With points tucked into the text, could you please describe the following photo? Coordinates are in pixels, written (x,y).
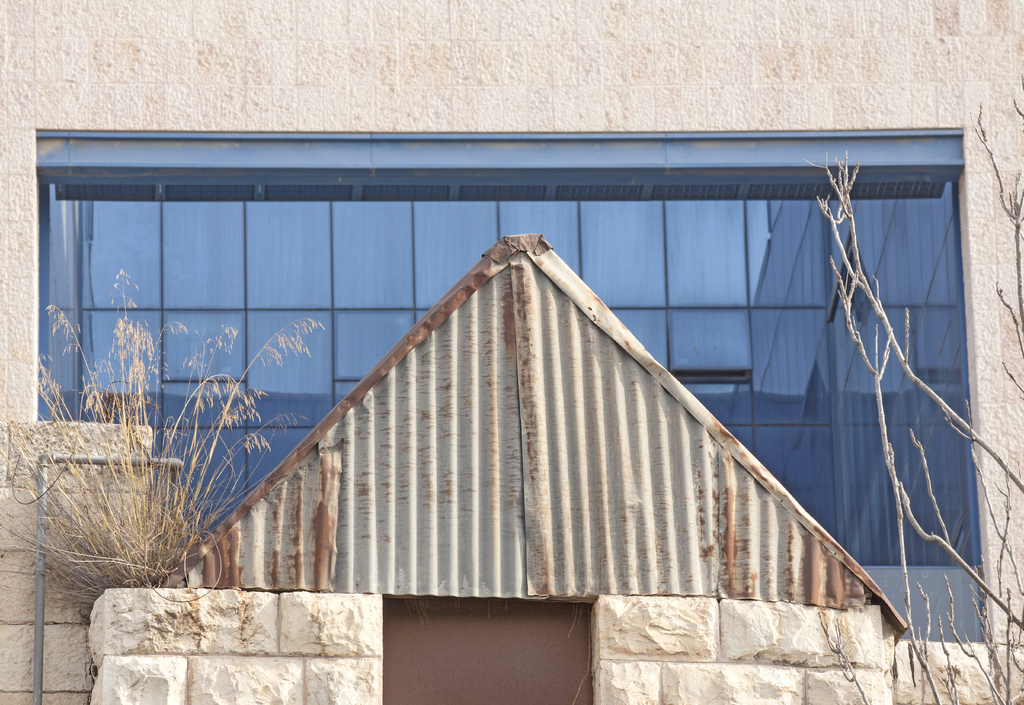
In this image I can see a building (623,384), glass (930,378), plants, door (535,671), metal rods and a tree (999,672). This image is taken may be during a day.
